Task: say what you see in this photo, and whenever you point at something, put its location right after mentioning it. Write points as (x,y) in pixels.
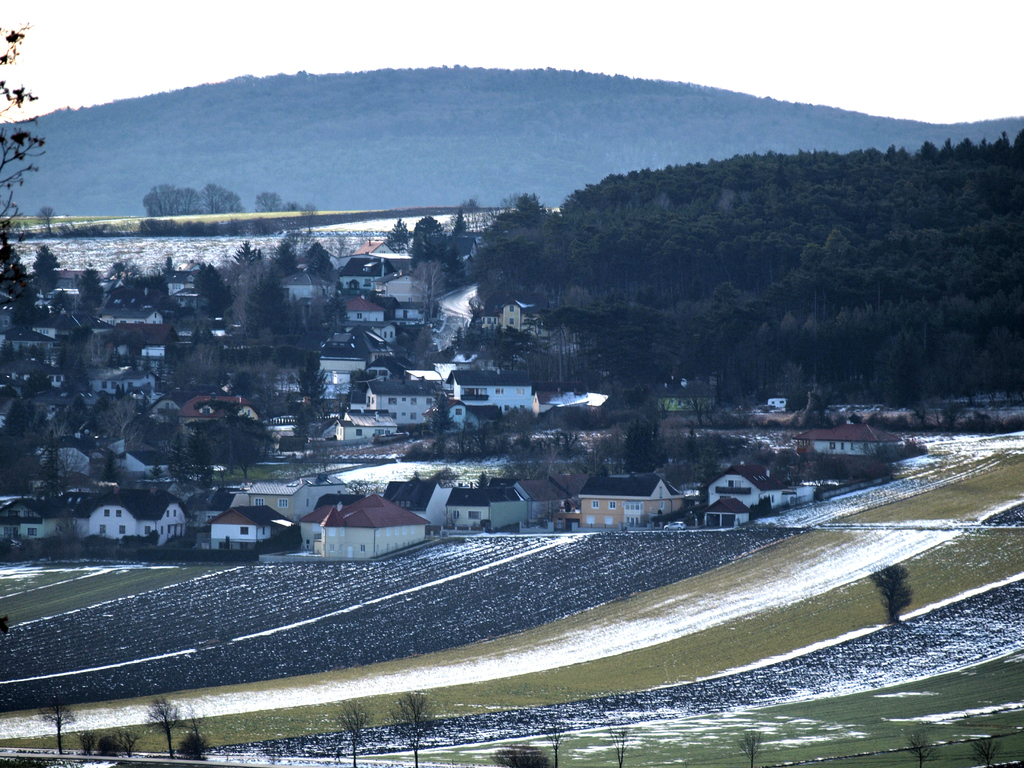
In the image there are trees (529,751), grass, fields (236,564), houses (226,506) and in the background (178,108) there is a mountain (153,119).
